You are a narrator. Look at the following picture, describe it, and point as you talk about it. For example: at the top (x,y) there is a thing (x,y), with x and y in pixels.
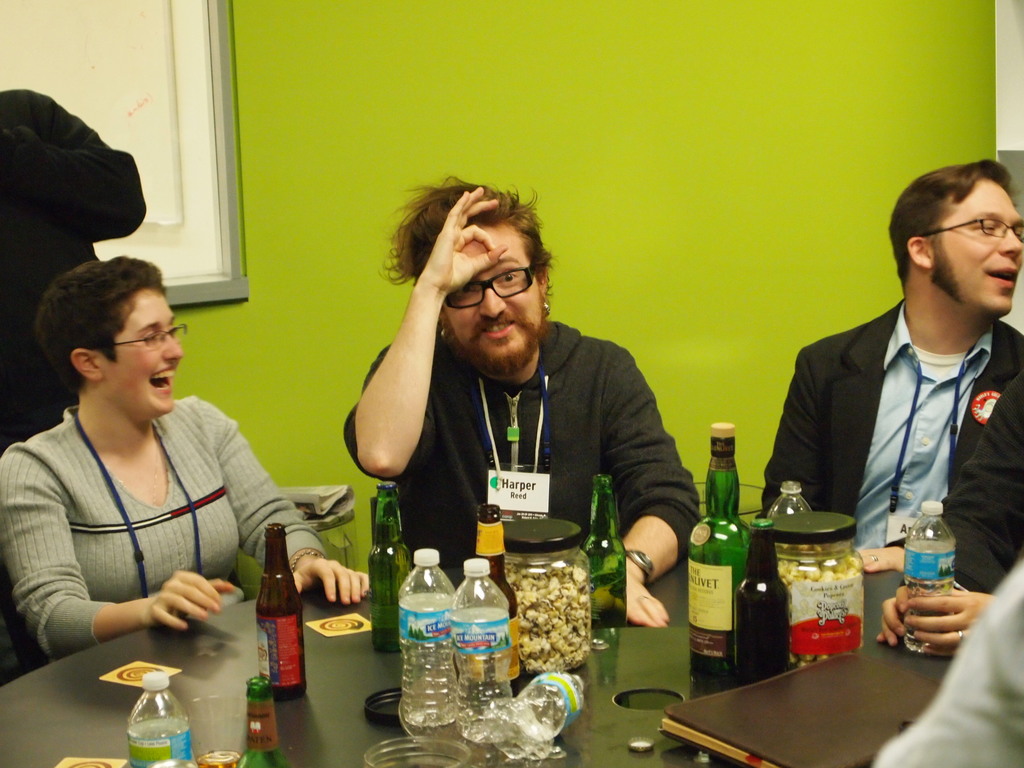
In this picture we can see three persons (548,470) sitting in front of table (332,679), there are glass bottles (393,559), water bottles (440,607), jars (833,602), caps (388,699) present on the table (328,724), on the left side (21,270) there is a person (20,283) standing, in the background (539,119) there is a wall (568,104), there is a book (786,683) here.
